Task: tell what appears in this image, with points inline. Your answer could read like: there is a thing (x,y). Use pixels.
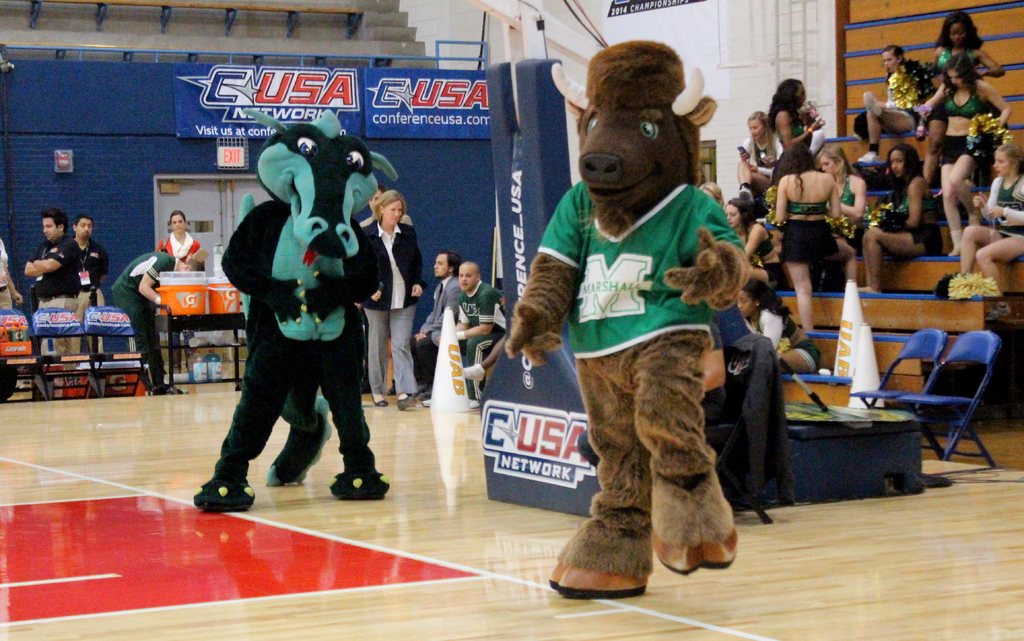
In this image we can see a group of people (366,286). Two persons (580,310) are wearing costumes (646,175). On the right side of the image (885,378) we can see some cones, chairs (870,395) placed on the floor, some woman (1008,213) is holding pom-poms (882,225) in their hands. On the left side of the image (200,300) we can see containers (221,309) placed on racks (199,382). In the background (165,202), we can see doors (154,196), sign boards (233,104) with text (429,81) and some men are sitting on chairs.
